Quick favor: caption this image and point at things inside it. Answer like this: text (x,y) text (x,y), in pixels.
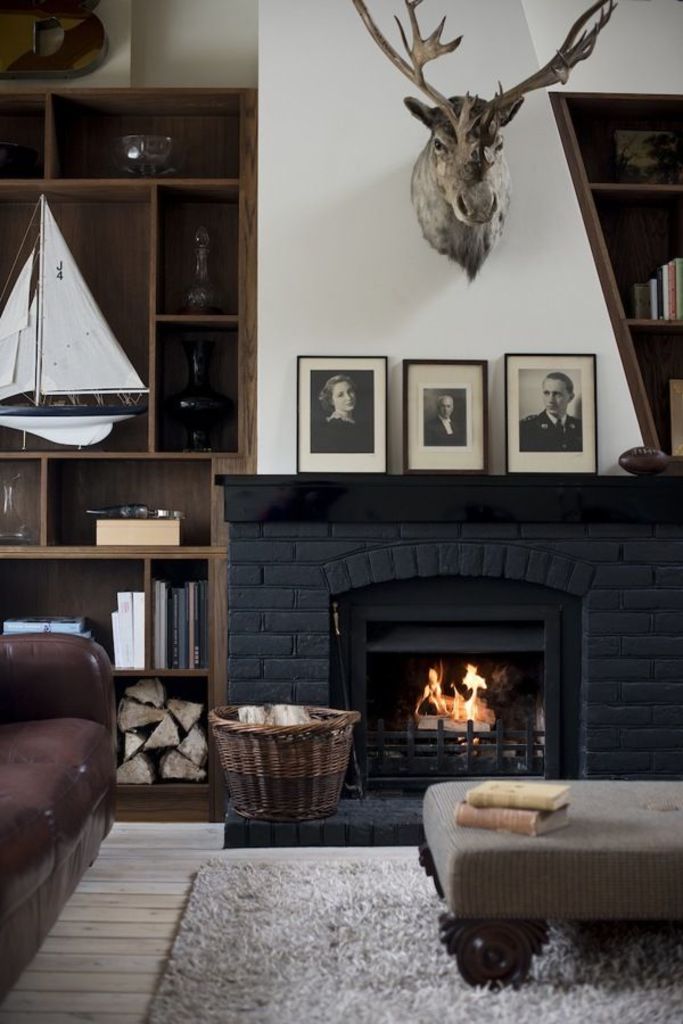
In the image on the left (51,798) we can see couch (84,801). On the right (635,830) we can see table (591,864) and on the bottom (300,937) there is a carpet (272,931). Coming to background (377,251) we can see photo frame (331,410), wall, fire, basket (286,768), shelf (196,555) with full of books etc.
